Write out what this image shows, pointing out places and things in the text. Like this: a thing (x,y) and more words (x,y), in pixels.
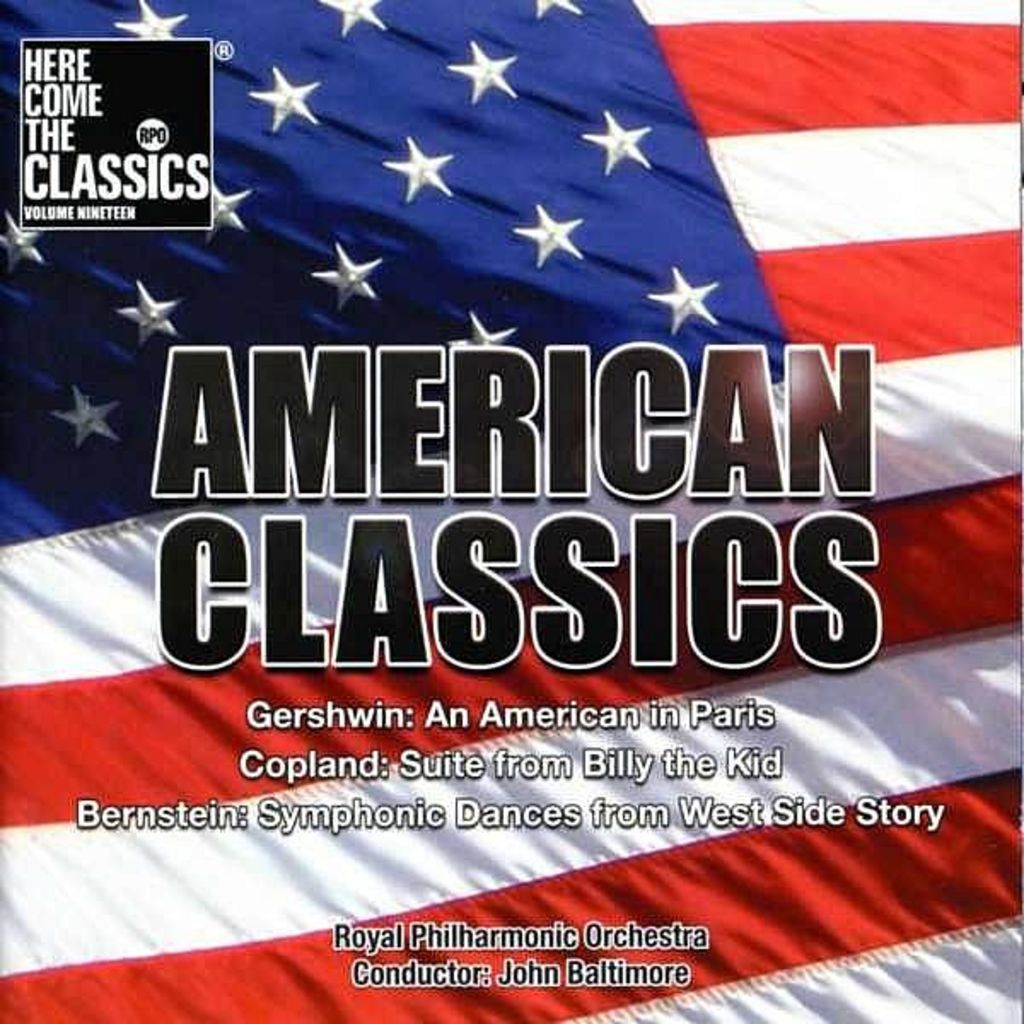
This image consists of a poster (786,954) with an image (849,902) of a flag (419,514) and there is a text (487,413) on it.
